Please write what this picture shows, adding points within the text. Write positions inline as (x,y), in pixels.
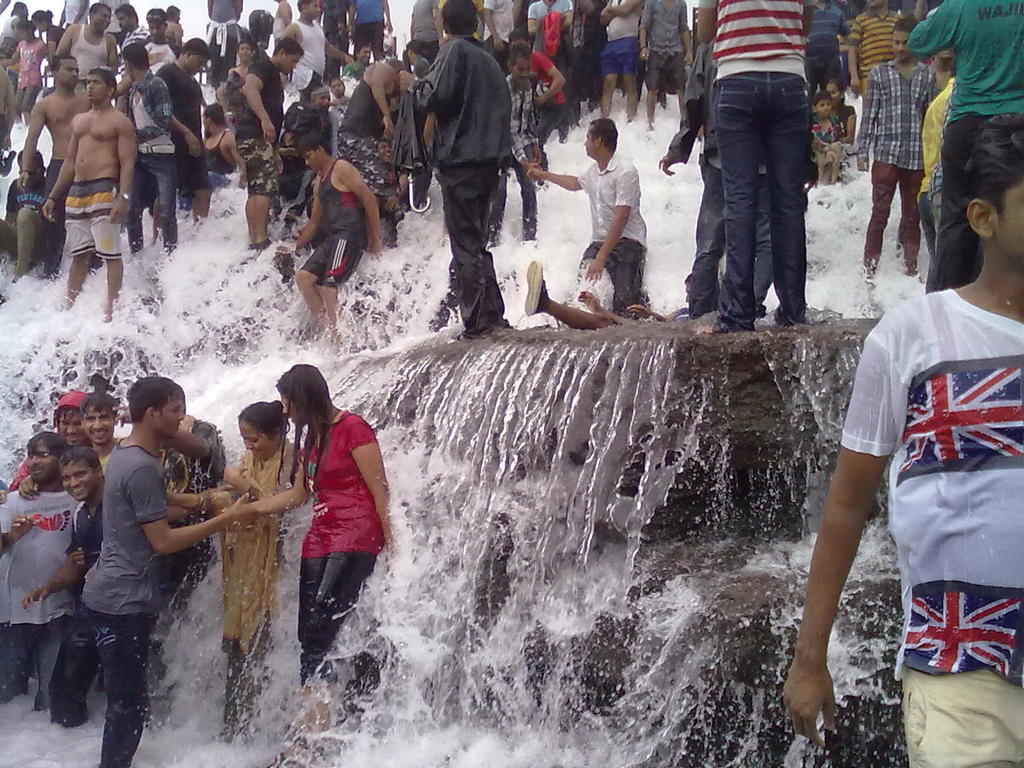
In this image people (88,472) are standing on the water fall (289,320).
